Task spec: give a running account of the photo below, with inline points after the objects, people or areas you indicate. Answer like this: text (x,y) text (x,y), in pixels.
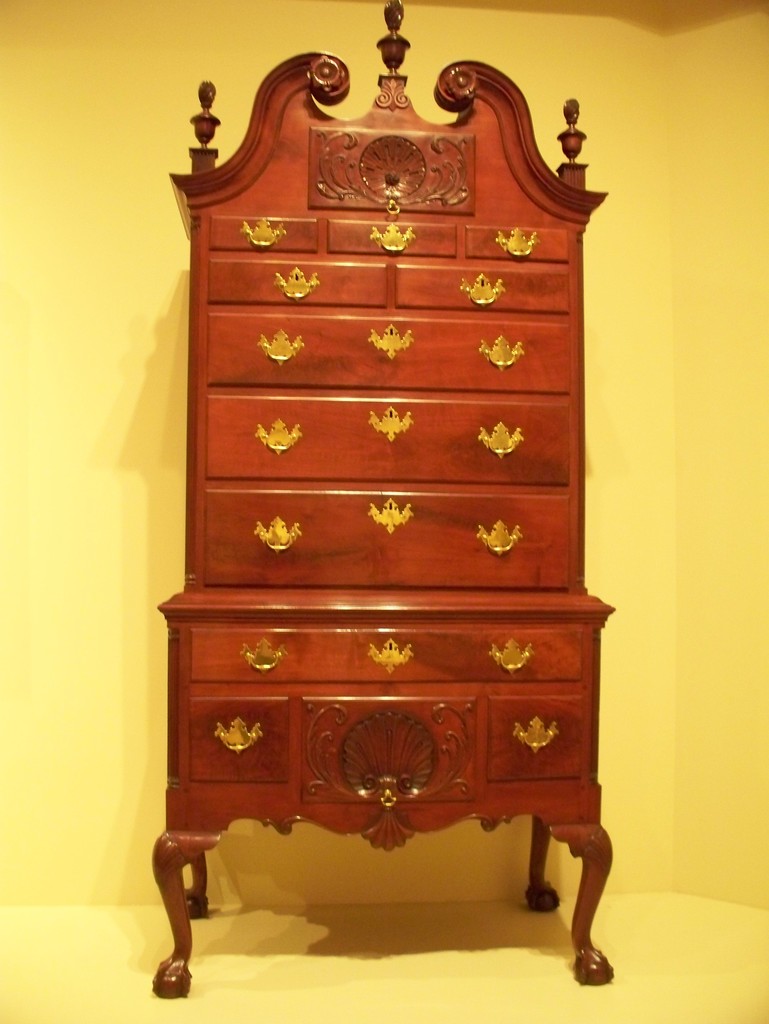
Here we can see a chest of drawers (376,812) and there is a yellow color background (116,419).
